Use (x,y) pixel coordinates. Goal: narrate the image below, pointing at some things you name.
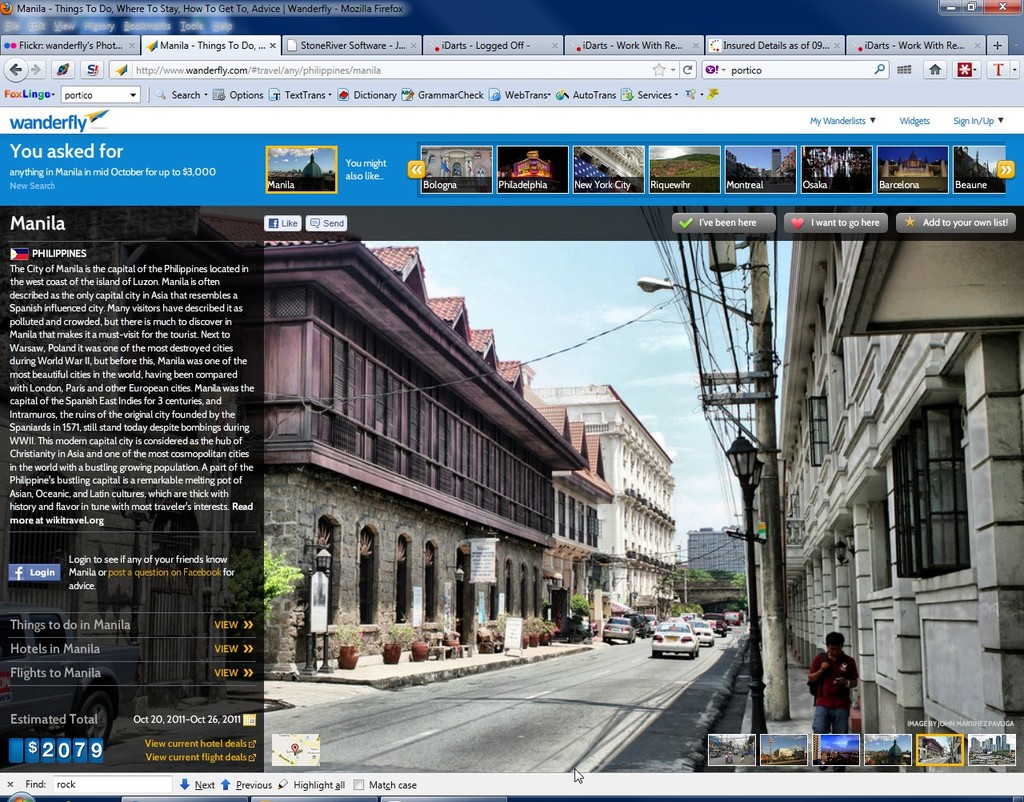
This is a web page and here we can see some text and there are buildings (782,427), poles (757,415) along with wires (370,396), flower pots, trees (668,590) and we can see vehicles (632,632) on the road (505,701) and there is a person (822,690), a light (323,566) and some boards (487,559).
